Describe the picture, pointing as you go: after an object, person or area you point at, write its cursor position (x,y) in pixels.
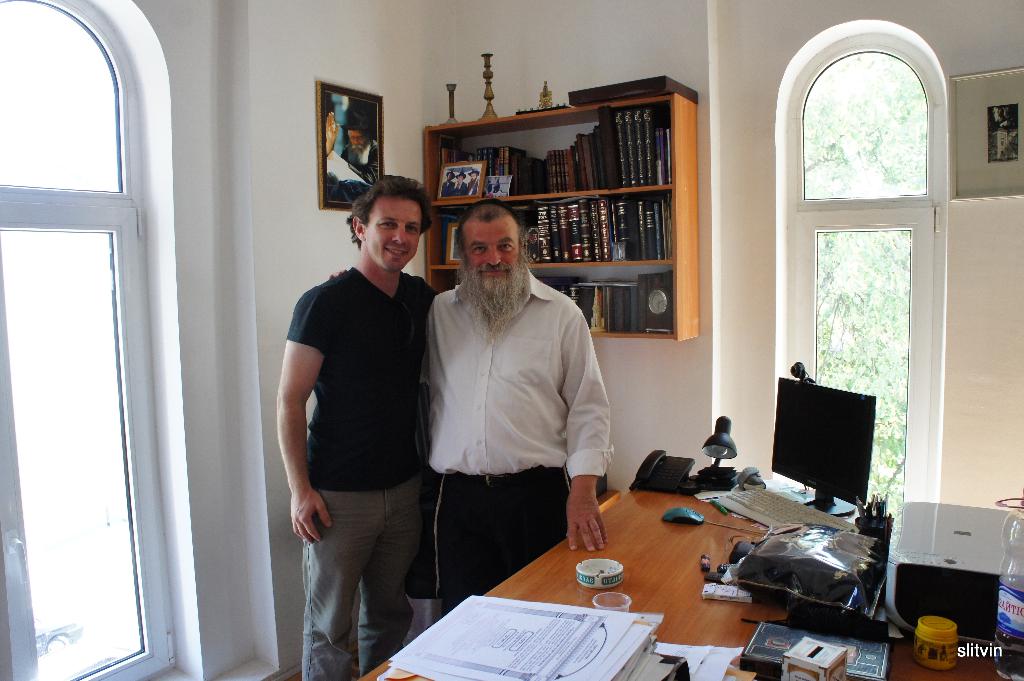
In this image there are two men (396,381) standing and smiling. One is wearing a black shirt (378,381) and another man (492,376) is wearing a white shirt (498,405). There is a table (670,553). There is a computer (813,449) and a keyboard (762,513) on the table (741,526). There is a bed lamp (721,456) and a telephone (662,472) on the table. There is a glass (617,603) on the table (628,594) and papers (595,649) on the table (630,607). There is a box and a xerox machine (928,580) on the table (913,667). There is a bottle (1008,611) on the table (969,675). At the background (337,136) there is a frame (347,146) in which a man (357,154) is there. There is a shelf (664,188) in which many books (599,209) are kept. There is another frame (468,182) in the shelf (459,185) in which there are three people (464,187). There is a tree (853,300) at the background (862,292).
